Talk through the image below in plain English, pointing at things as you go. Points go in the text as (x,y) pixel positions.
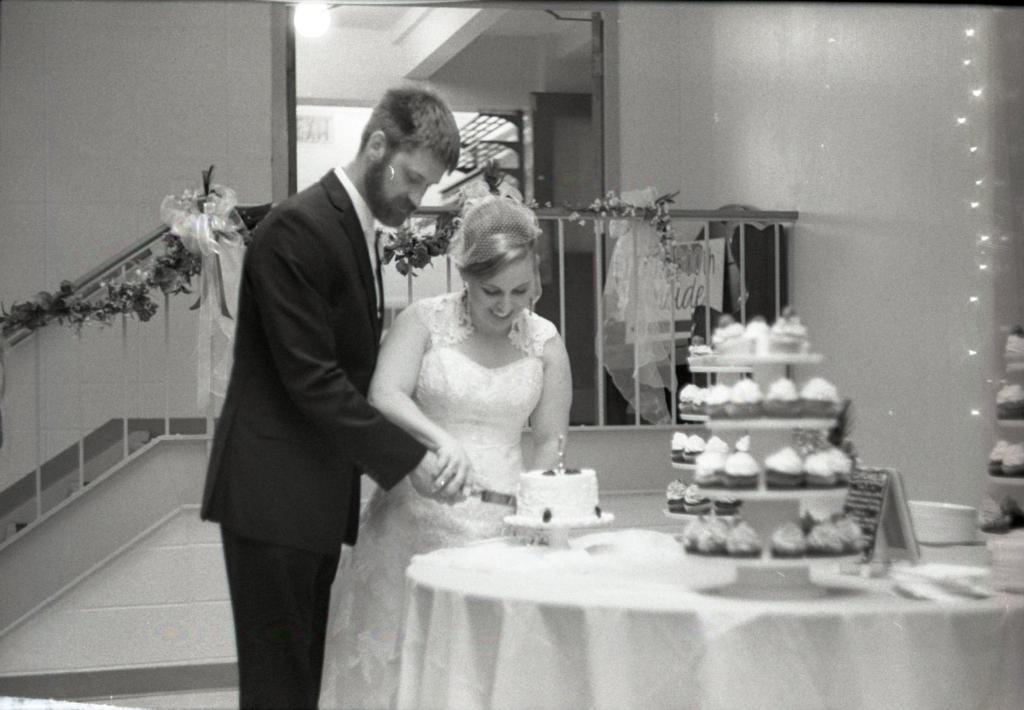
In the picture we can see a man (430,451) and a woman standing together and cutting a cake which is on the table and beside the cake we can see a cake stand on it, we can see some cupcakes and in the background (169,320), we can see a railing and behind it we can see another room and to the ceiling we can see a light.
